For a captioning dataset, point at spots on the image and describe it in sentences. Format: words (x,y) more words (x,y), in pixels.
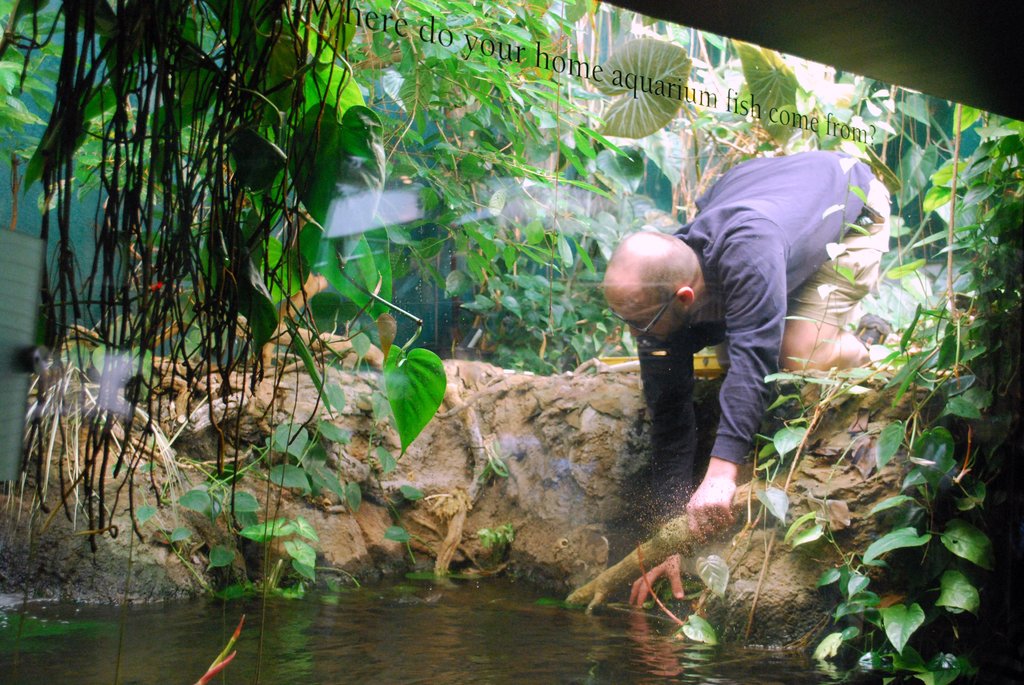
This image consists of a screen (234,216). On the screen (210,534) I can see a man (824,197) wearing t-shirt (762,248), short (866,259), holding a stick (673,551) in the hand (707,528) and bending. At the bottom of the image (344,647) I can see the water (365,653). In the background (668,218) there are many plants (521,151).
